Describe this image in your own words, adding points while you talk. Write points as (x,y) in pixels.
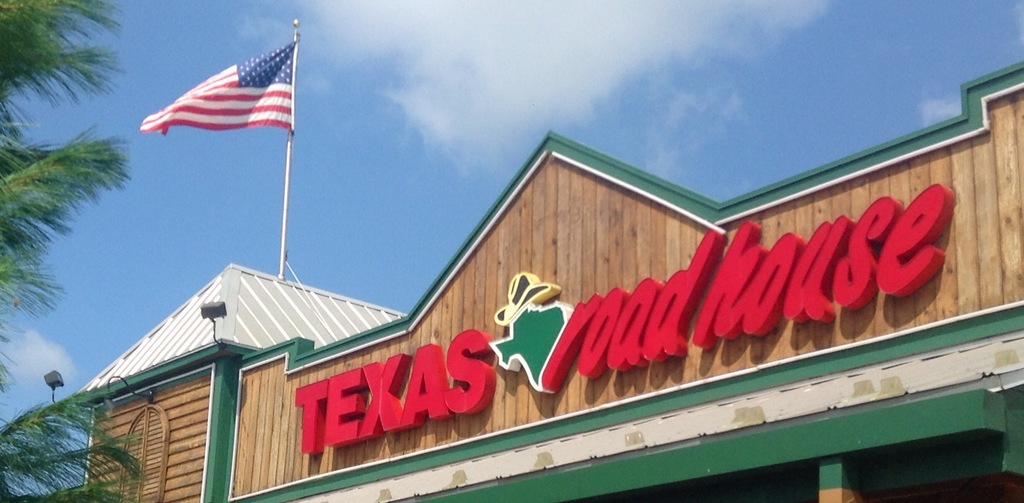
In this image there is the sky (575,68) towards the top of the image (681,73), there are clouds (593,82) in the sky (530,86), there is a pole (286,175), there is a flag (248,90), there is a building (276,421) towards the bottom of the image (343,411), there is text (858,250) on the building (283,404), there are lights (208,305), there is a tree (38,163) towards the left of the image (36,251).
